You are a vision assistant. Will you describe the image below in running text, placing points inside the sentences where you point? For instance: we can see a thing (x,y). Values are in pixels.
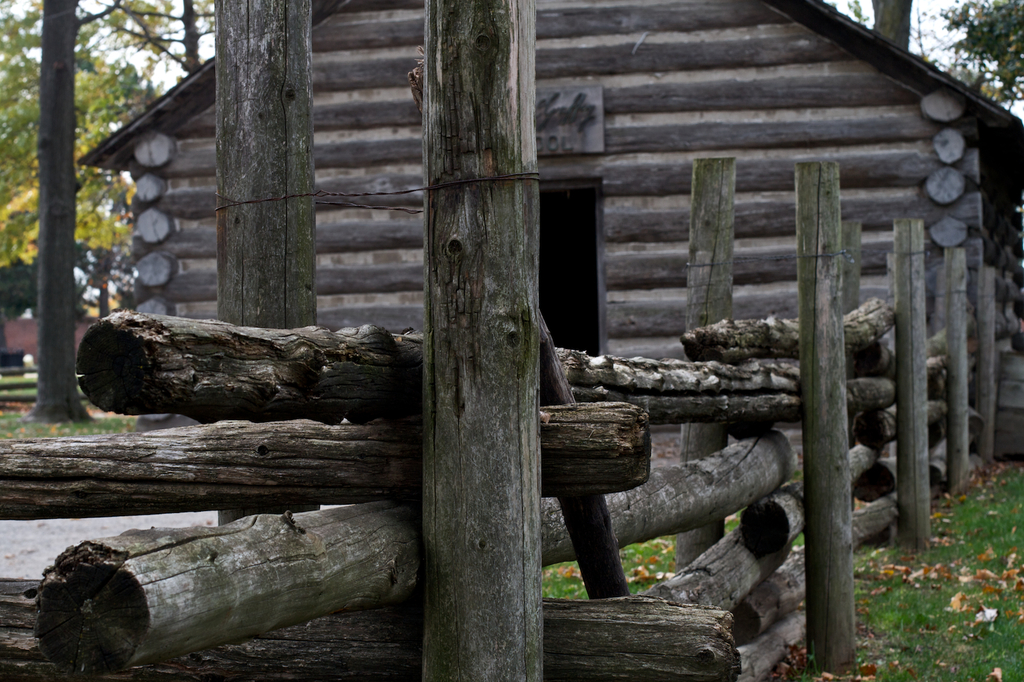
In the center of the image (479,344) there is a wooden fence (601,473), poles (533,442), grass (910,614) and dry leaves (951,597). In the background (314,80), we can see the sky (167,35), clouds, trees (191,8), one bench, one house (721,115), sign board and a few other objects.
